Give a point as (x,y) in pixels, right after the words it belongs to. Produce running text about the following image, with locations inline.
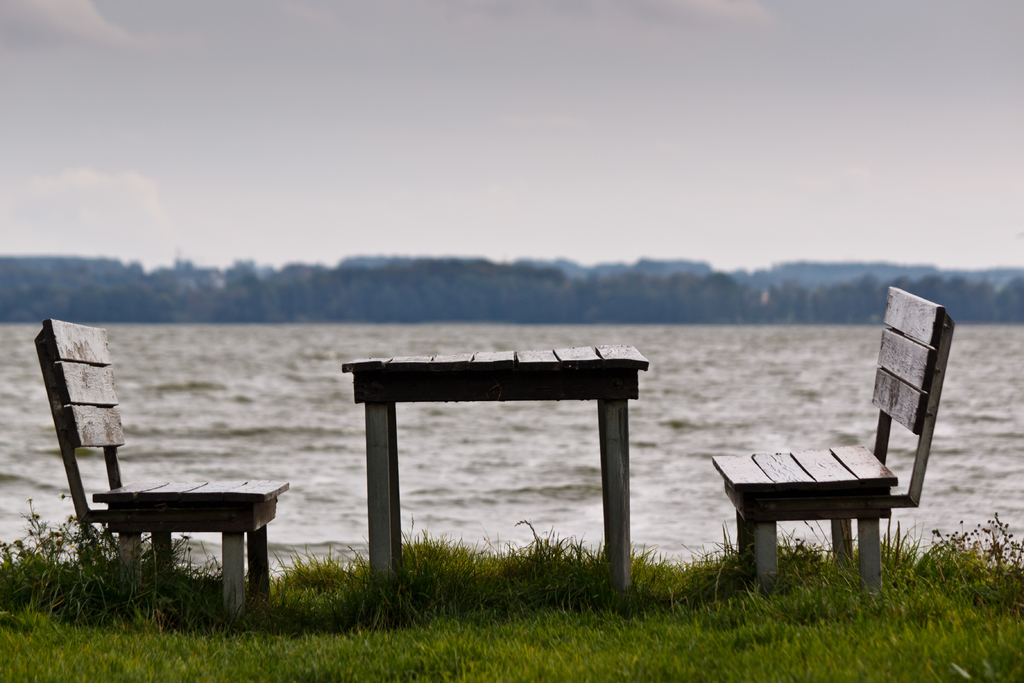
In this image we can see table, two benches (163,545) there is grass (352,666) and in the background of the image (433,447) there is some water (545,335), there are some trees (549,278) and cloudy sky (392,116).
